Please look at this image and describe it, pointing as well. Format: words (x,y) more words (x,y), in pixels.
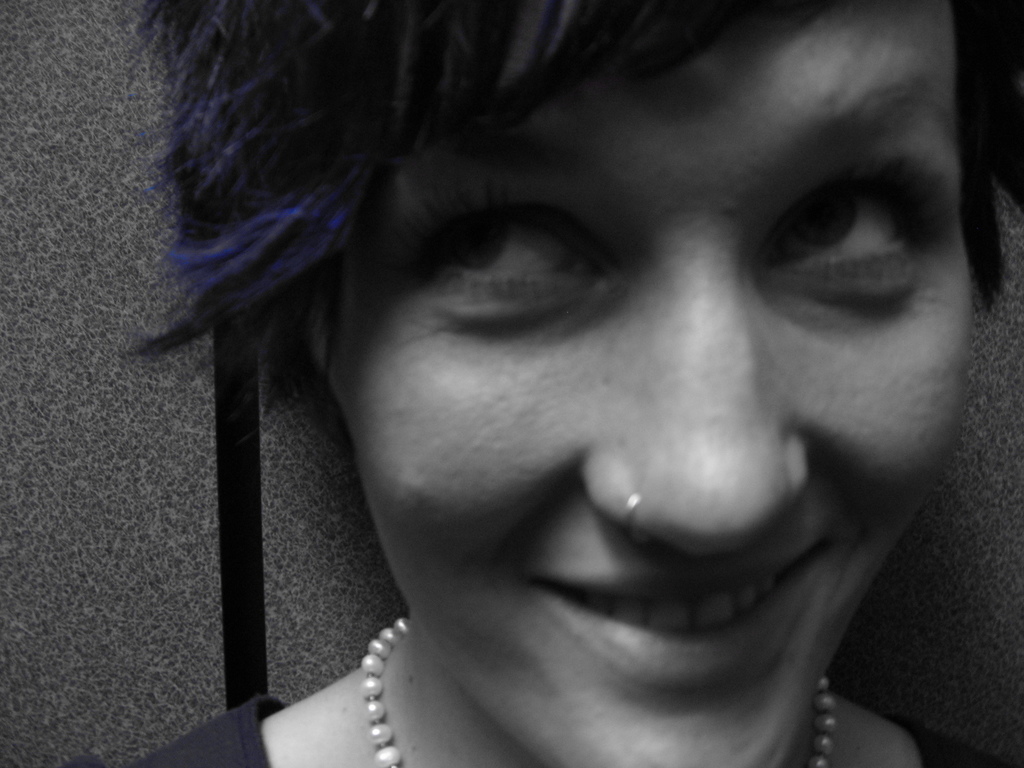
This is a zoomed in picture. In the foreground (556,115) there is a person (481,606) wearing pearl necklace (377,662), nose ring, and smiling. In the background (100,258) there is an object (182,506) seems to be the wall (267,601).
